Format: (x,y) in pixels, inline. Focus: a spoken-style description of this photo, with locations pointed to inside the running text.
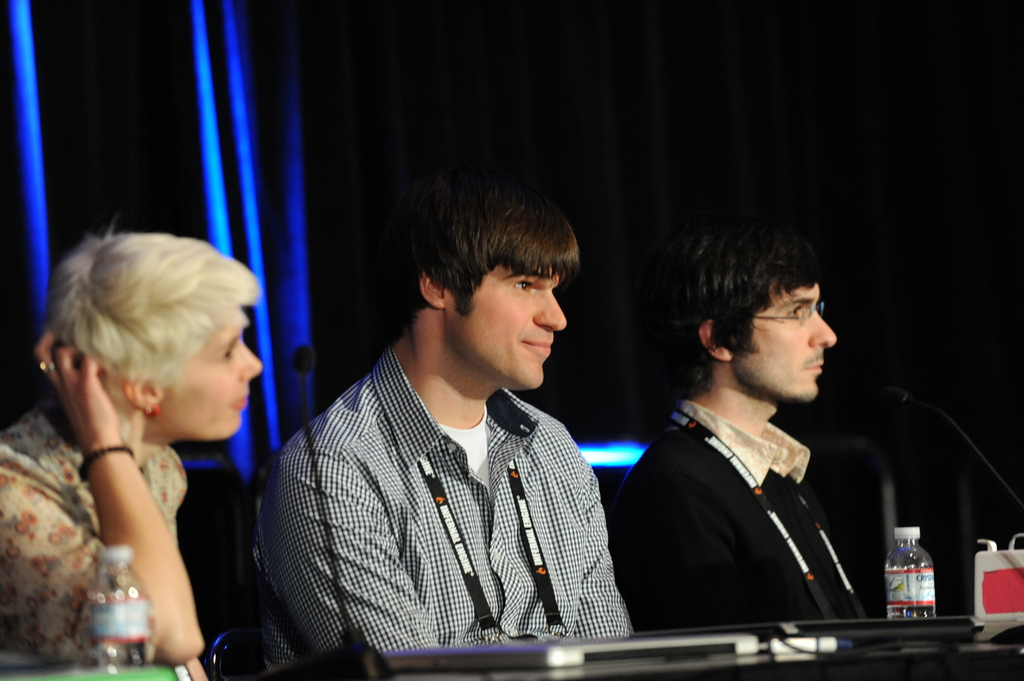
In this image we can see three people (355,572) are sitting near the table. We can see bottles (113,629) and some things (712,651) on the table (716,671).
